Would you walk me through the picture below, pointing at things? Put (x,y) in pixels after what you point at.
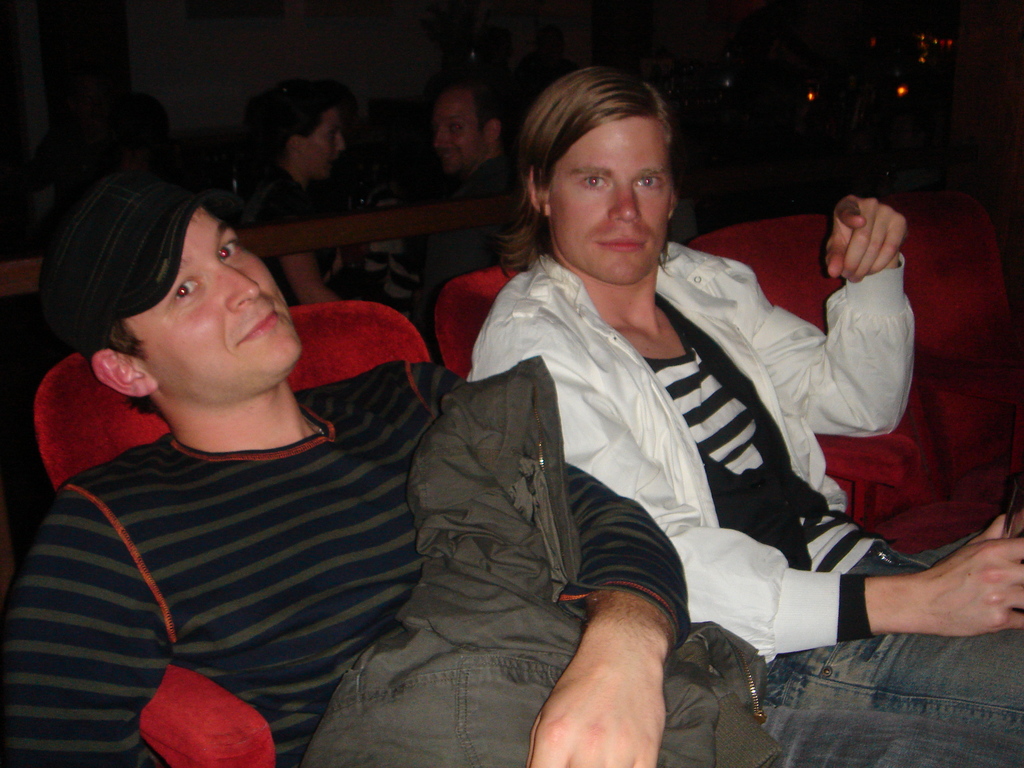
In this picture we can see a cap (131,239), jackets (741,360) and two men (584,397) sitting on chairs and smiling and at the back of them we can see some people (443,118), lights (815,94), wooden pole (353,234) and in the background (388,204) it is dark.
